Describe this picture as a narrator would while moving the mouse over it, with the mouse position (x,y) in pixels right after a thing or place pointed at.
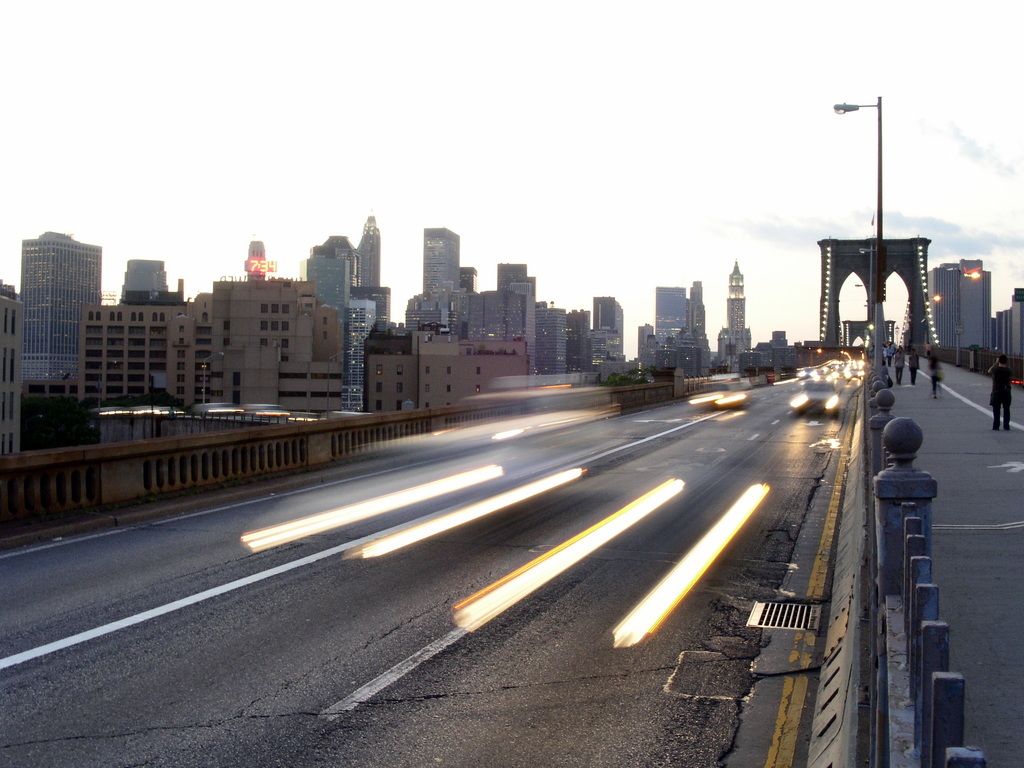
'In this image, we can see vehicles (795,400) are moving on the road (480,632). On the right side (904,482), we can see poles (932,634), walkway (971,494), few people (884,359). Background we can see so many trees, buildings (936,317), pillars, towers (889,331), poles (878,315) with lights (872,328) and sky (474,162).
